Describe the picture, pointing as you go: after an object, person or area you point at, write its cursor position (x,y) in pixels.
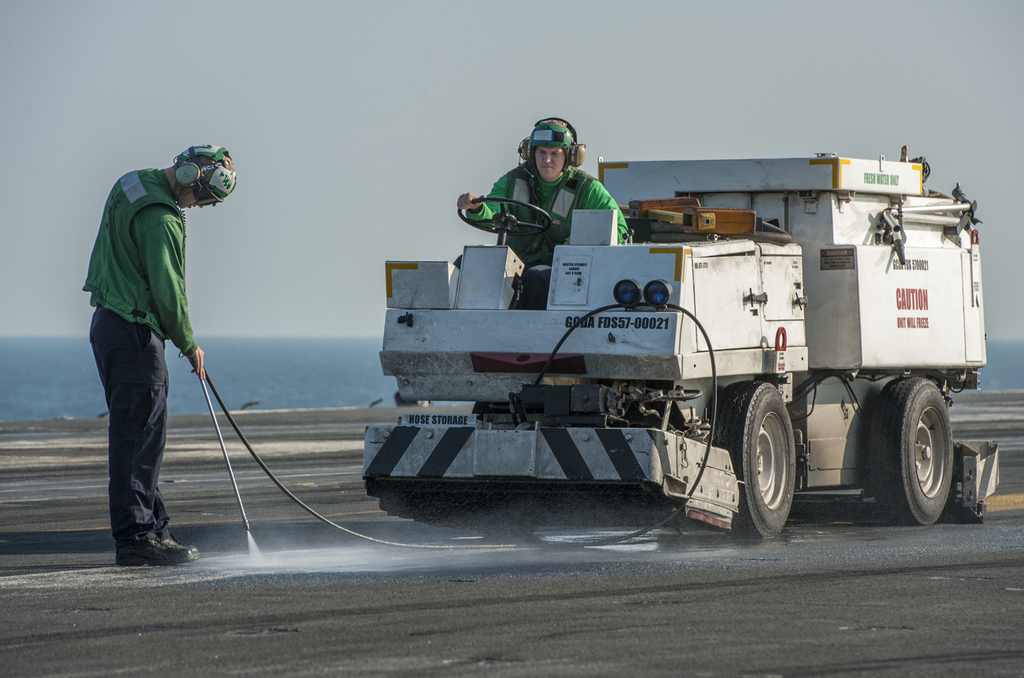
In this picture, we see a man (574,201) who is wearing a green jacket (518,206) and a helmet (537,143) is riding a white color vehicle (657,315). On the left side (202,163), we see a man (190,183) in the green jacket (123,274) and a helmet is standing and he is holding a black pipe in his hand (201,371). At the bottom (437,595), we see the deck (572,575). In the background (293,379), we see water (317,373) and this water (242,375) might be in the sea (311,374). At the top (444,105), we see the sky (537,113).
